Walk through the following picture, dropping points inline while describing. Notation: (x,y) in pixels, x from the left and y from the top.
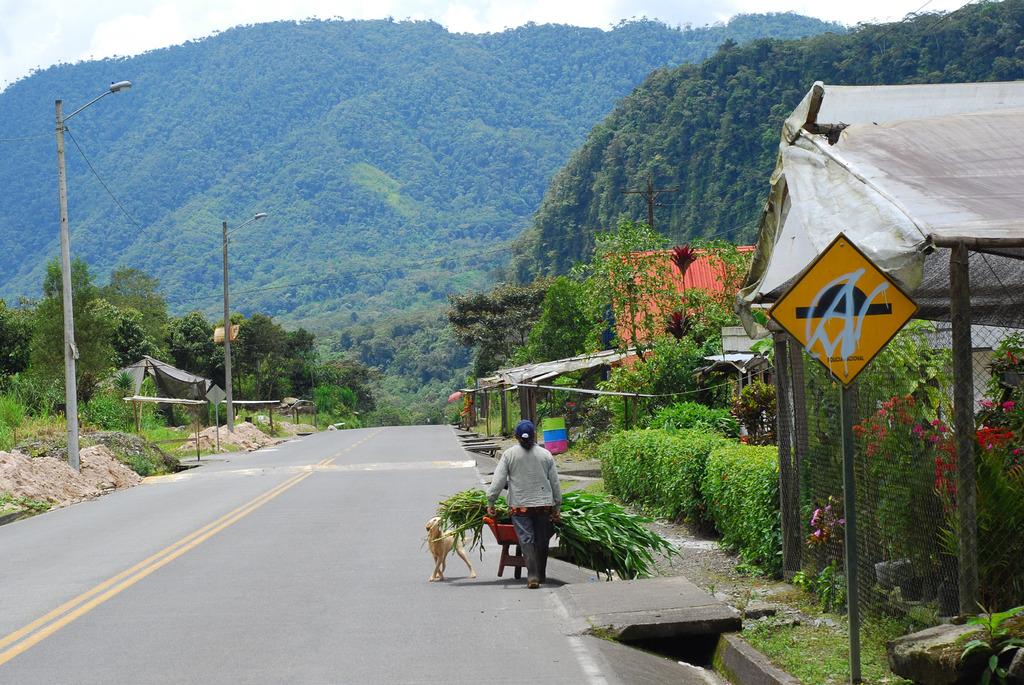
In this image, we can see a person (531,558) and an animal (442,547). We can see a trolley (501,542) with some objects (480,510). We can see some grass (774,634), plants (718,431), trees (654,185), poles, sheds (881,239), hills (263,127) and boards (781,317). We can see the ground (262,521) and the sky (15,62).
